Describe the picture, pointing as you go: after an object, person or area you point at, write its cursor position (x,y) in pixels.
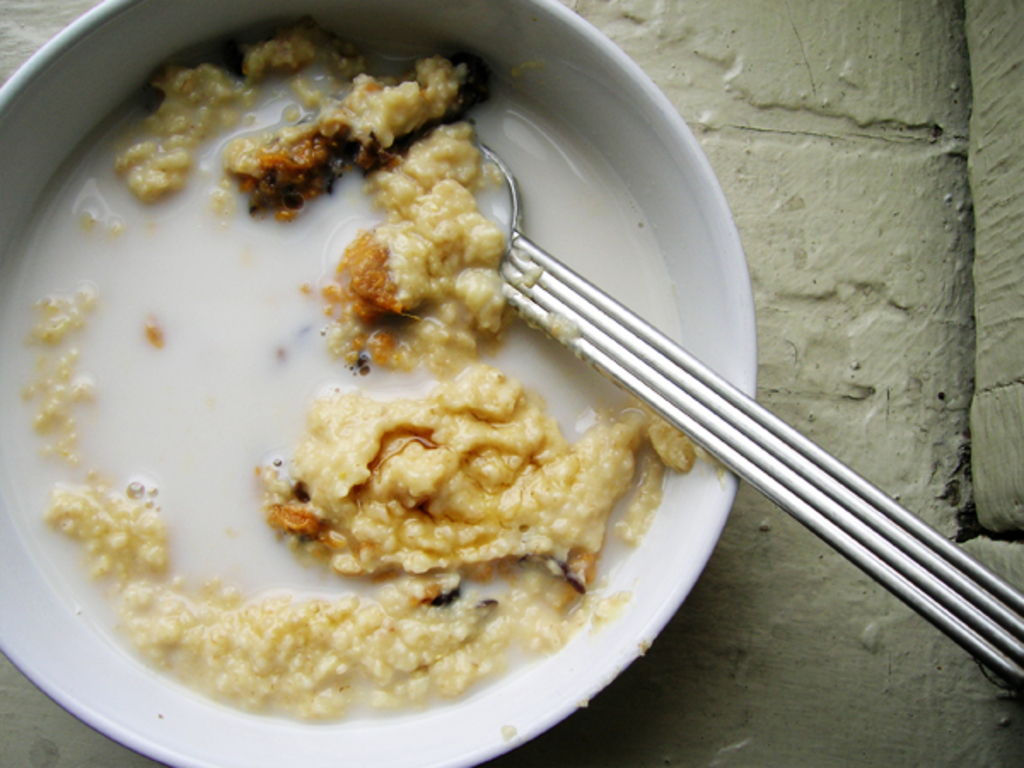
In this image there is a food item (319,377) with a spoon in a bowl (638,184) on a concrete surface (983,127).
